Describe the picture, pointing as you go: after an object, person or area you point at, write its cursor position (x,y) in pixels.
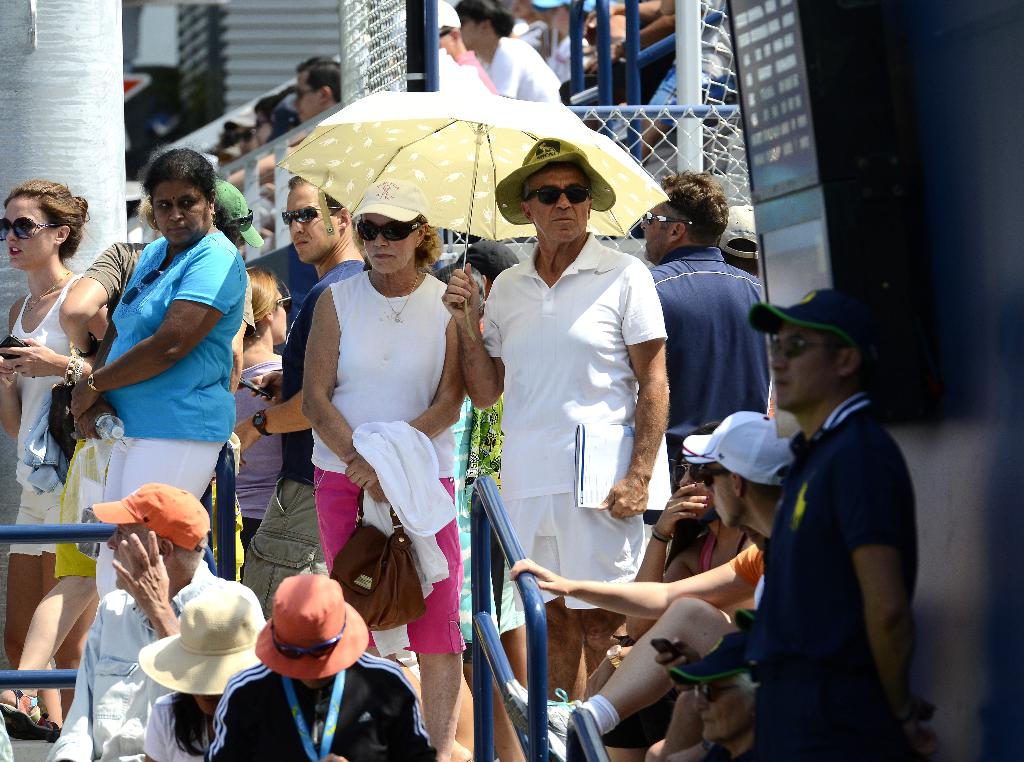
In this image I can see group of people (307,572), some are sitting and some are standing. In front the person (539,402) is holding an umbrella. In the background (260,42) I can see few buildings (202,34).
